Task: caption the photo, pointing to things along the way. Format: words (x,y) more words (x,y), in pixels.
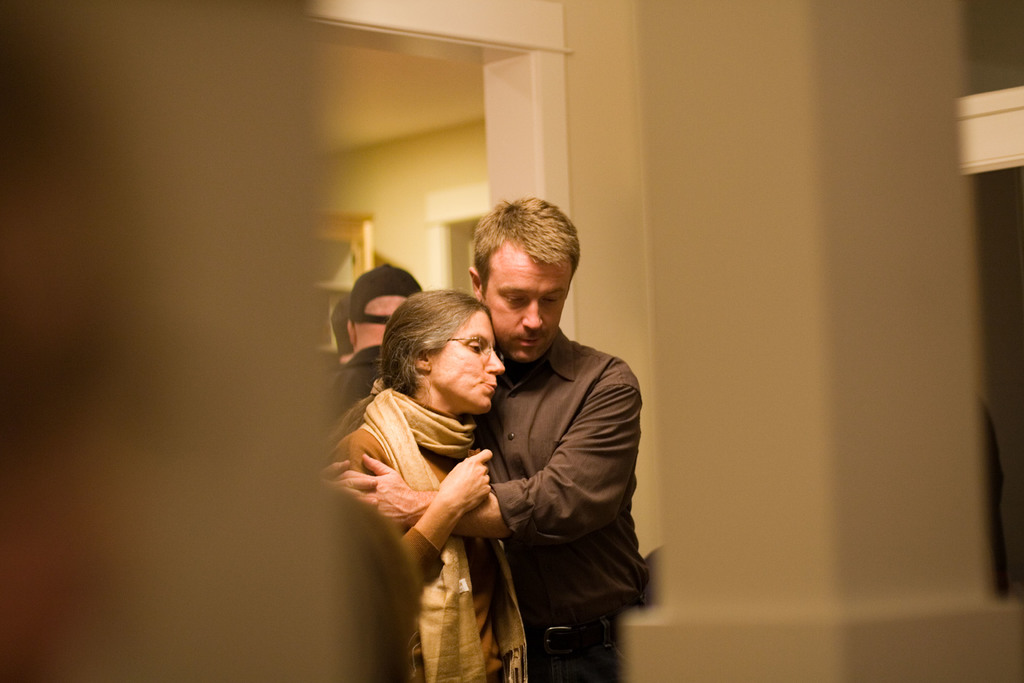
In this picture I can see a man (502,317) and woman (442,372) hugging. I can see a few people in the background (396,275).
